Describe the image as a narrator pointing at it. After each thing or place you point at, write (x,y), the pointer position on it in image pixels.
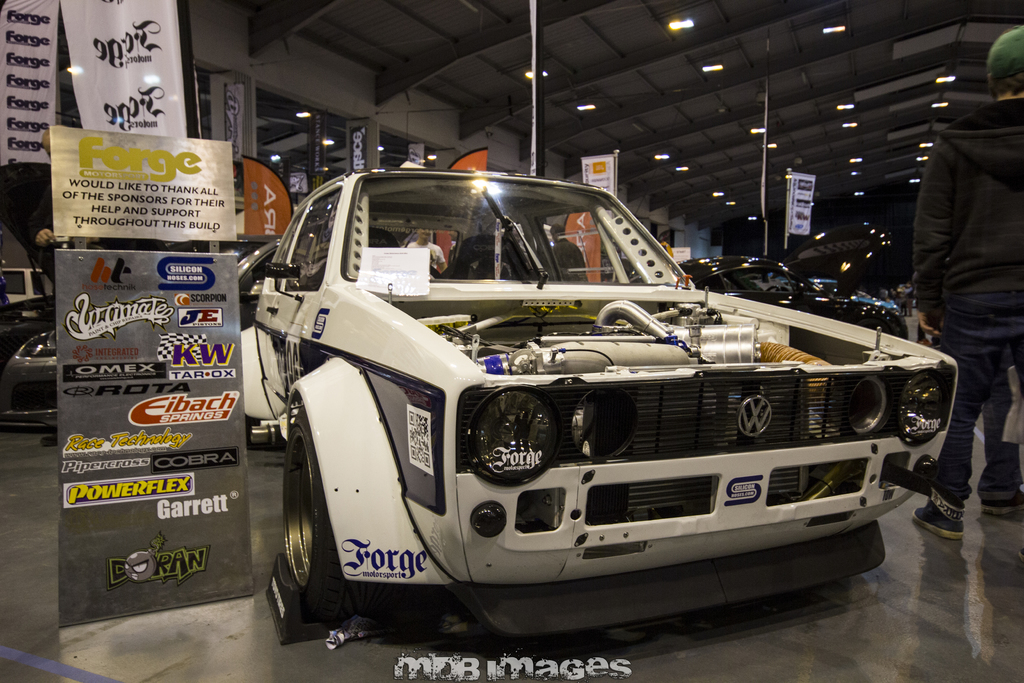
In this picture, we can see vehicles (572,292) are parked on the path (391,676) and some people (981,198) are standing and on the left side of the car (417,402) there is a board (135,284) and banner (76,6) and on the top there are lights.
